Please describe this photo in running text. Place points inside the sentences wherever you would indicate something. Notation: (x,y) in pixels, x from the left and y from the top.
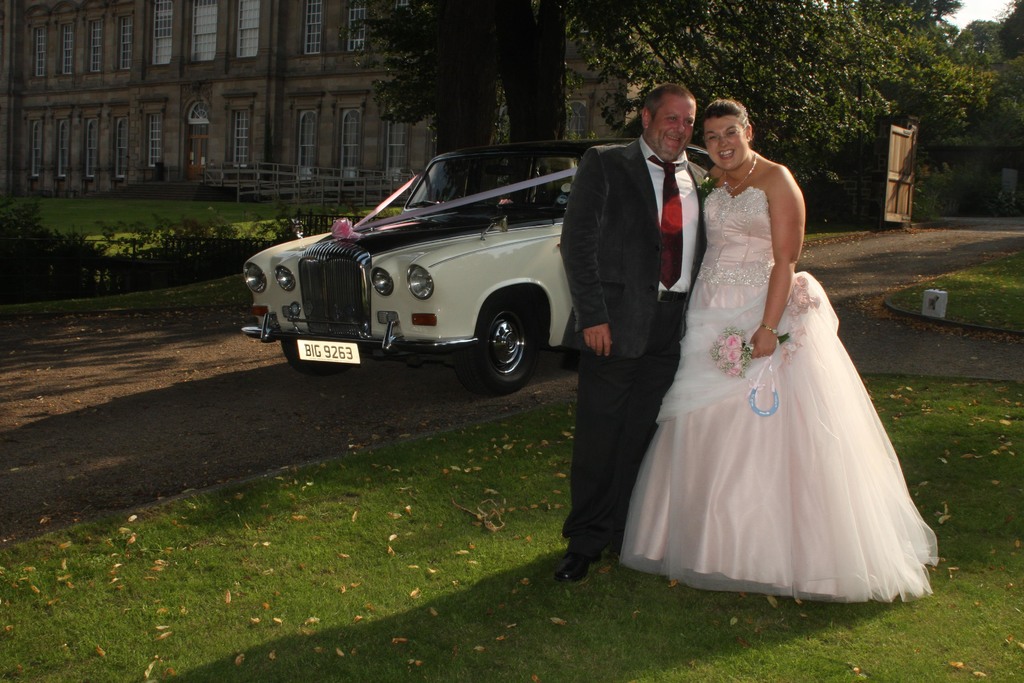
In this image, we can see a bride (706,213) and a groom (655,333) and one of them is holding flowers (737,354) and an object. In the background (424,119), there are trees (437,119) and we can see a building (271,119), railings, and gate (893,185) and there is a vehicle (428,267) on the road (249,364).
